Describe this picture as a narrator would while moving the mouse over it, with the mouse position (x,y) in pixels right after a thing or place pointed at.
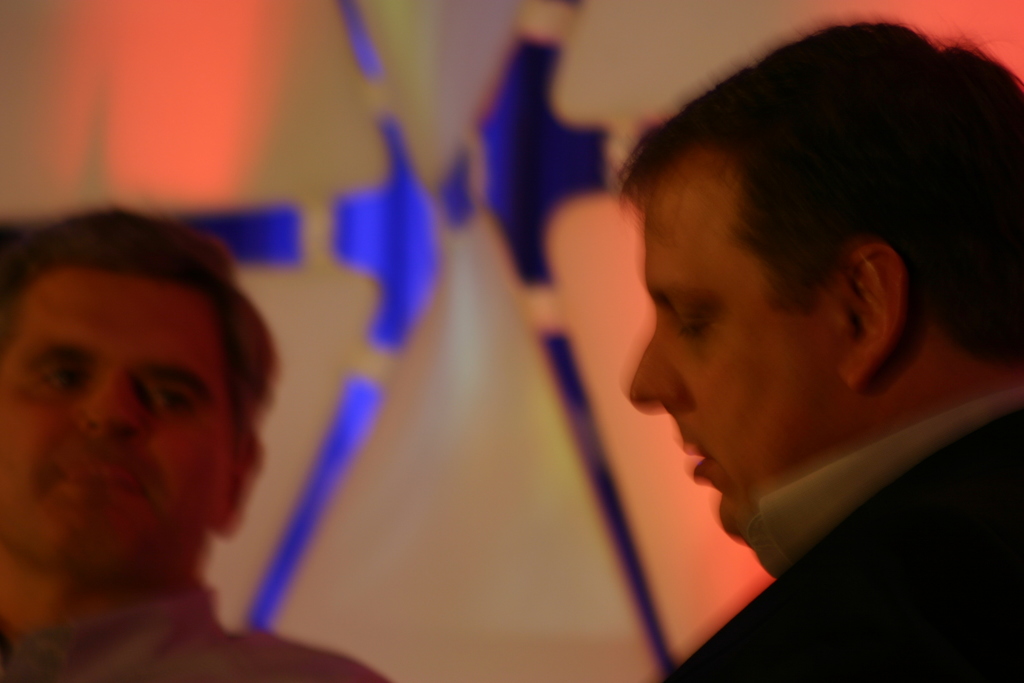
In this image we can see two persons face (68,389) and in the background (432,244) image is blur.
